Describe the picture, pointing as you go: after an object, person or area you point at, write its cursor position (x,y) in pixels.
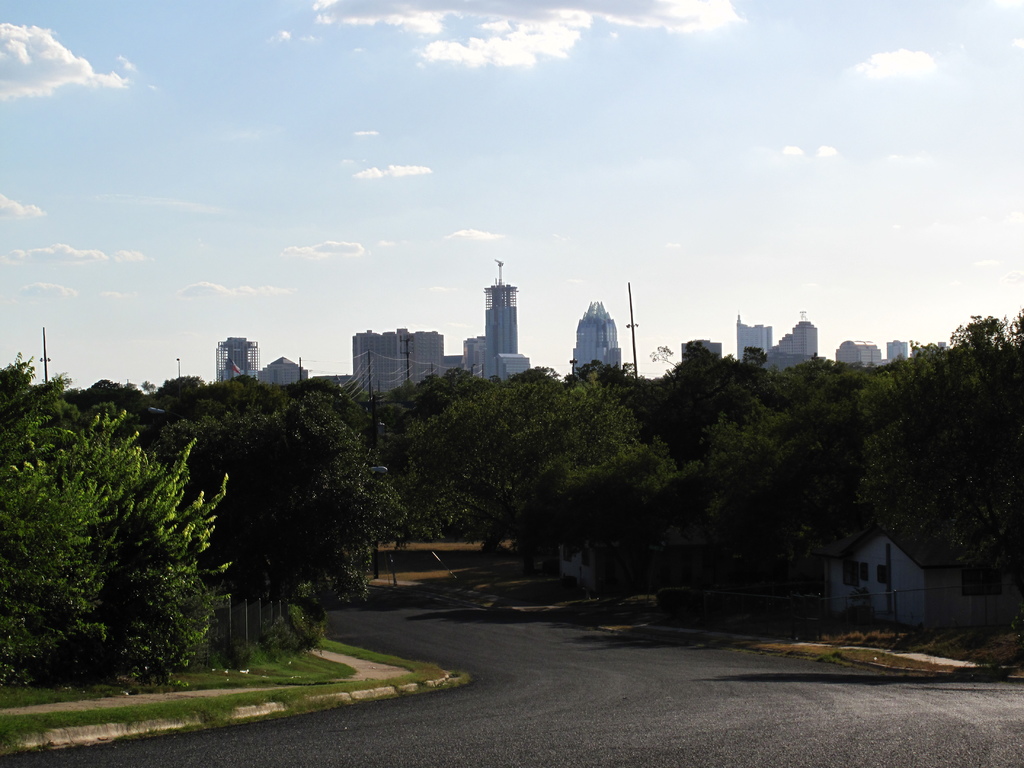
This is the picture of a place where we have a road (395,759) and around there are some trees (368,506), plants (127,573) and some buildings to the side.
